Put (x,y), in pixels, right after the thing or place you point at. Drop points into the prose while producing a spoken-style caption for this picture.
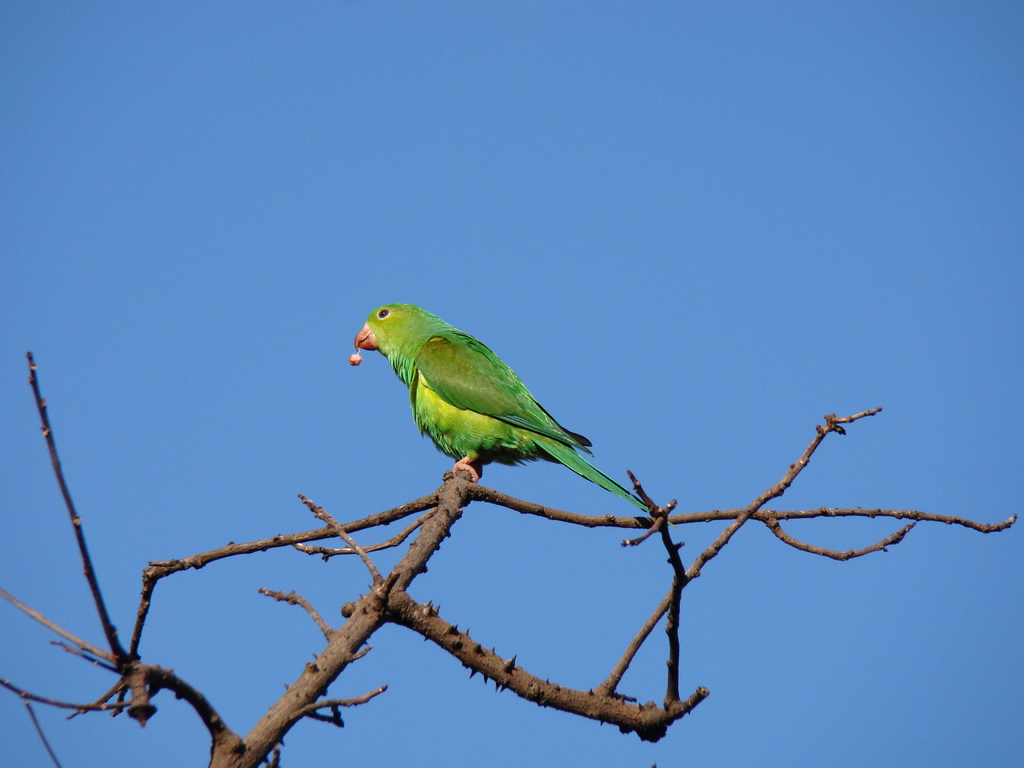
The picture consists of a parrot (452,366) sitting on the branch (404,614) of a tree (528,692). Sky (472,545) is clear.
